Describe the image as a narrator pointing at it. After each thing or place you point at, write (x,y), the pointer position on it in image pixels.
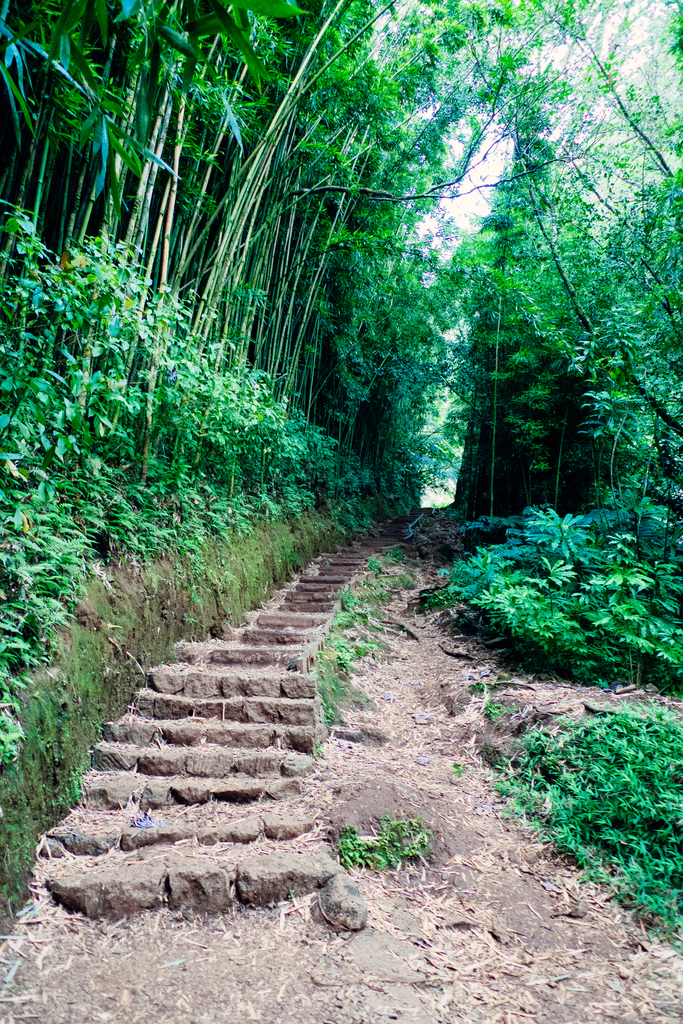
There are trees (360,420) in the middle of this image (350,385) and the sky (462,211) is in the background (487,156). We can see the stairs (289,593) at the bottom of this image (158,764).
